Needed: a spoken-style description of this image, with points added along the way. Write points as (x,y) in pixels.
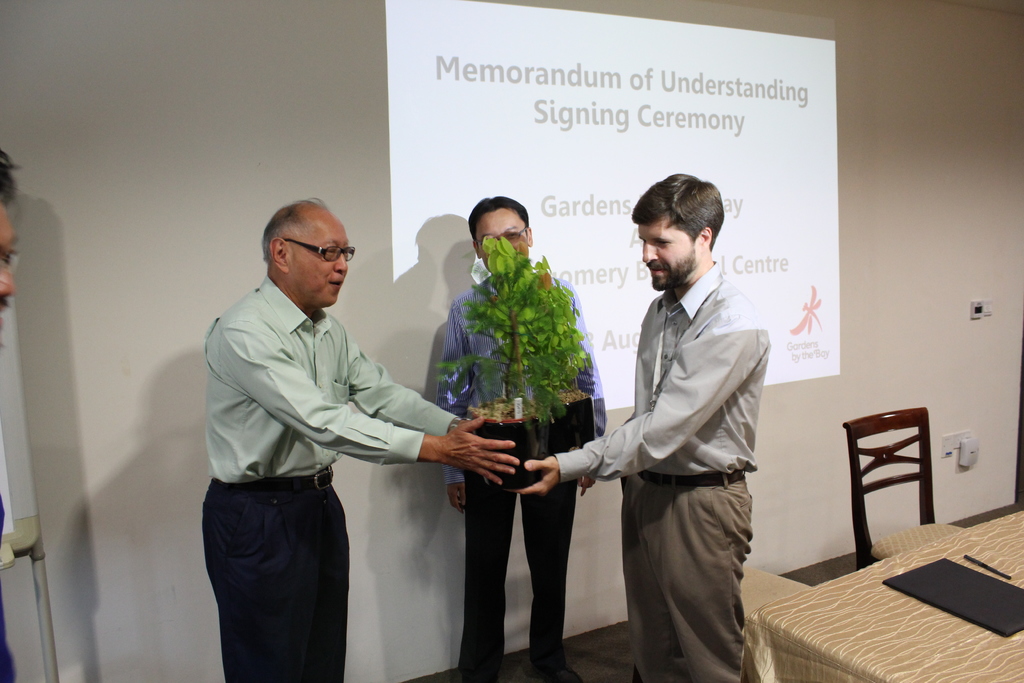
In this image in front (713,428) there are two persons (507,441) holding the flower pot (514,333). Behind them there is another person (510,504). In the background of the image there is a screen (745,273). On the left side of the image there is a person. On the right side of the image (1009,550) there is a table (849,618) and on top of it there is a file (955,586) and a pen (971,560). In front of the table (997,559) there is a chair (909,537). At the bottom of the image (617,645) there is a floor (601,661).
